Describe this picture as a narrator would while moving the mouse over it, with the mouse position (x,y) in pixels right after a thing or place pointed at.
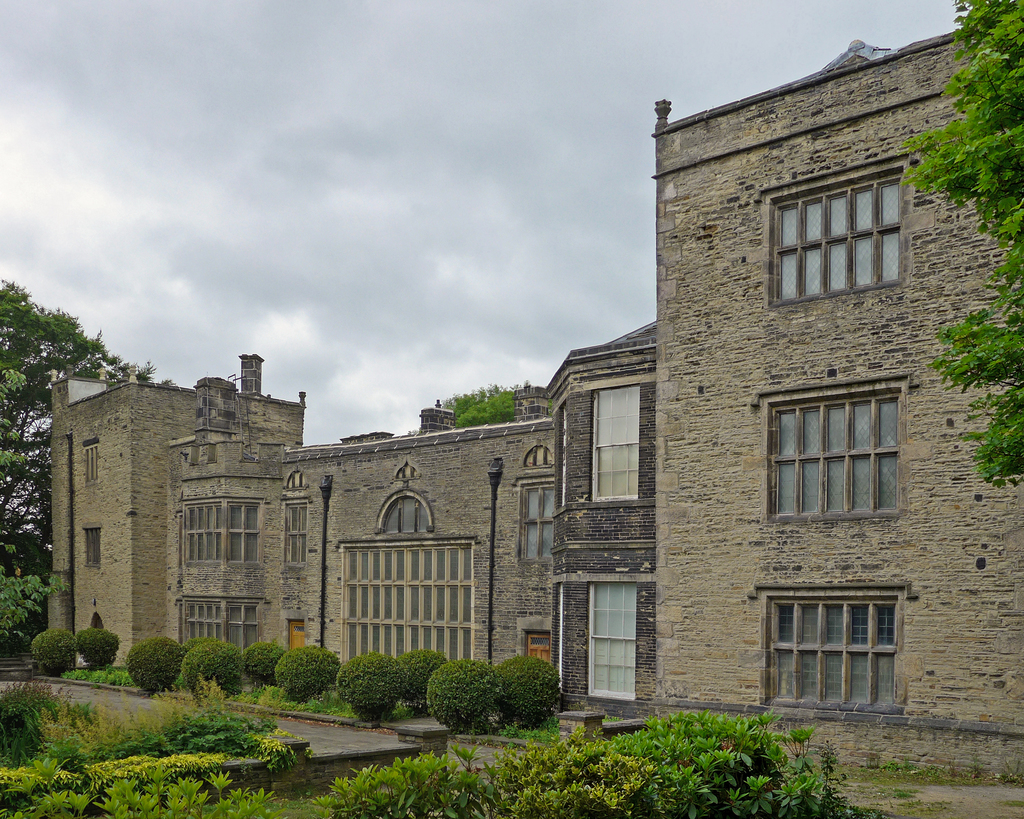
In this image we can see a building (419,617) to which there are some windows (399,620) and around there are some plants (585,751), trees (25,613) and two poles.
